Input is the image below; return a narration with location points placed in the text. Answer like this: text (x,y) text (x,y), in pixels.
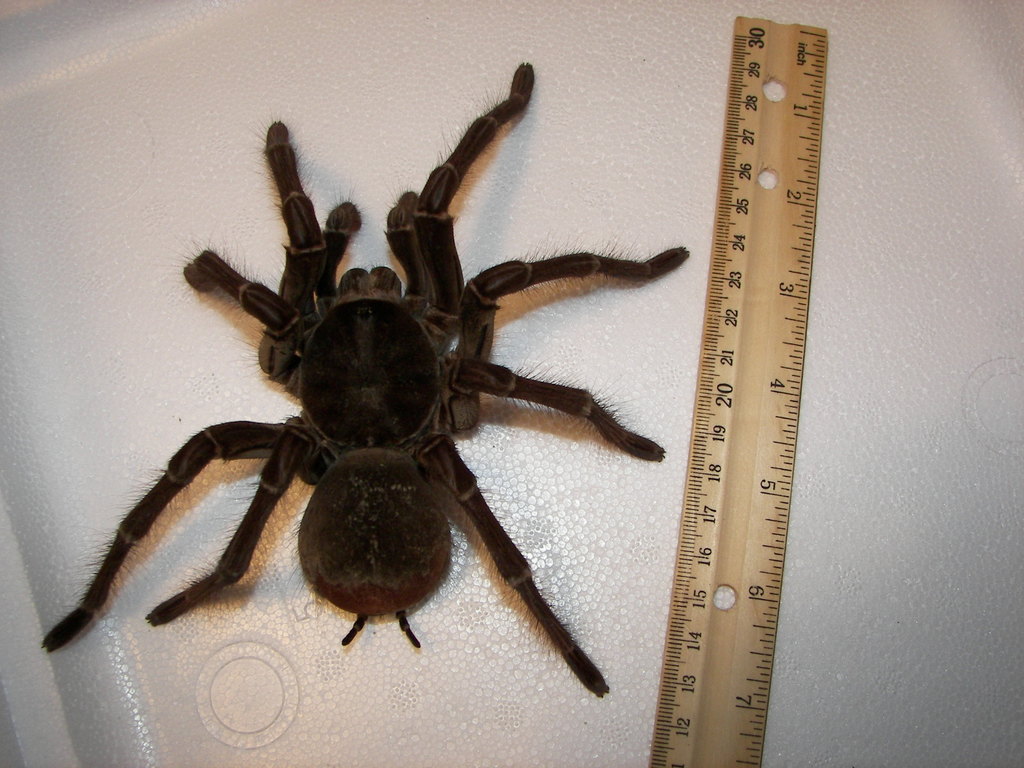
In this picture we can see a spider (310,247) and a measuring scale (753,497) on a white surface (847,221).
